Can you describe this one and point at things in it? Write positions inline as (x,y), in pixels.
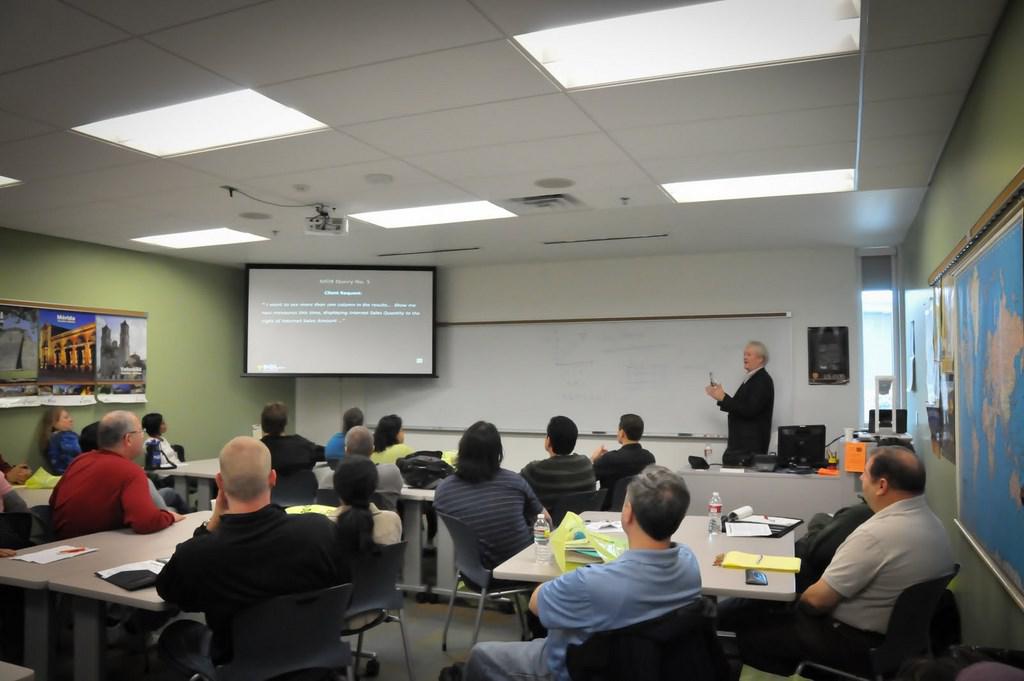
In this image there are group of people (349,549) sitting on the chair (248,645). On the table (102,562) there is a paper (120,569). At the back side (384,328) there is a screen (322,335).
